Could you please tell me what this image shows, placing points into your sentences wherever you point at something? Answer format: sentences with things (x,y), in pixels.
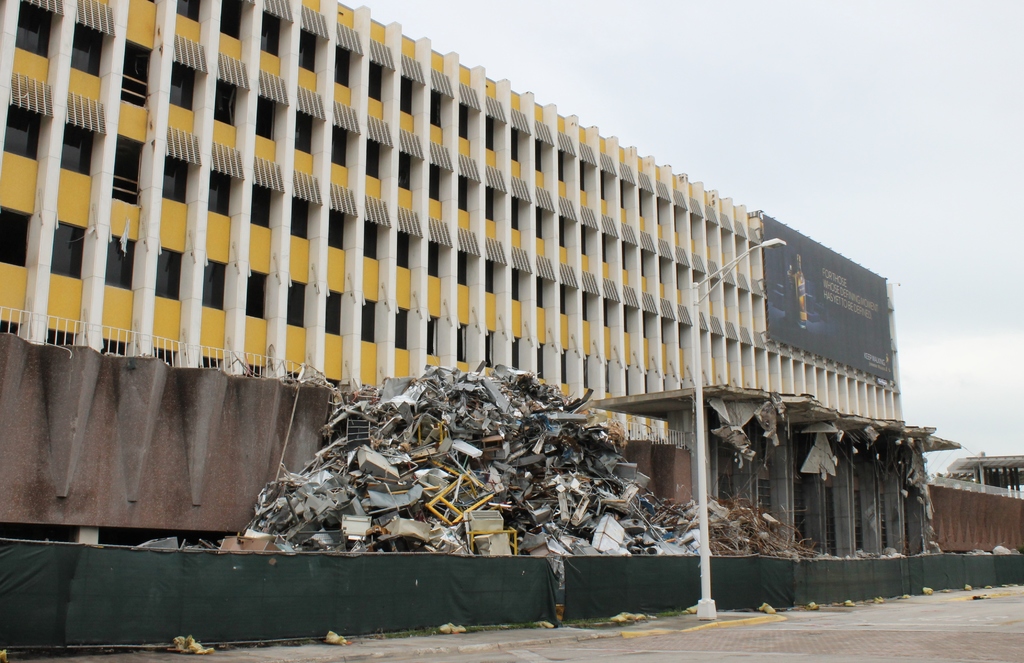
In this image in front (937,622) there is a road (923,624). There is a street light (706,535). In the center of the image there is a fence (547,567). Behind the fence (380,562) there are few objects (501,467). In the background of the image (615,254) there are buildings (763,387) and sky (808,55).
